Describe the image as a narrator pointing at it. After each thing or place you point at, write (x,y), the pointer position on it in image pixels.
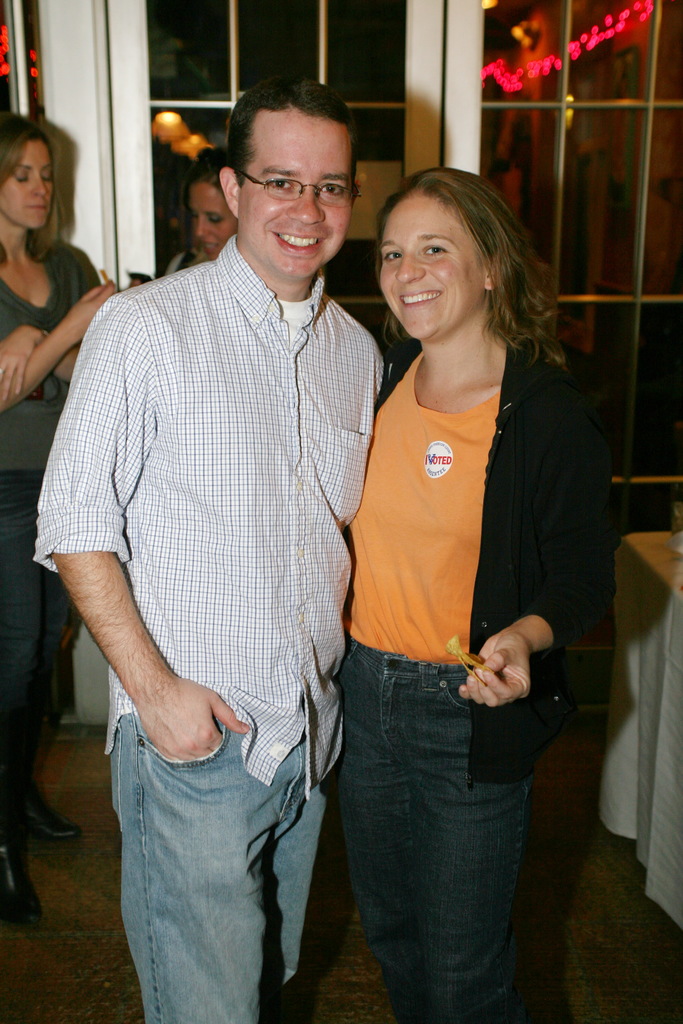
In this image, we can see a woman (429,684) and man (325,753) are standing side by side. They are watching and smiling. Here a woman (475,708) is holding an object (472,660). At the bottom (343,976), we can see surface (363,1000). Background (661,72) we can see glass object (628,138) and few people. Through the glass (363,138) we can see lights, and few things (580,263). On the right side of the image (630,674), we can see a table (665,660) covered with cloth (651,698).
